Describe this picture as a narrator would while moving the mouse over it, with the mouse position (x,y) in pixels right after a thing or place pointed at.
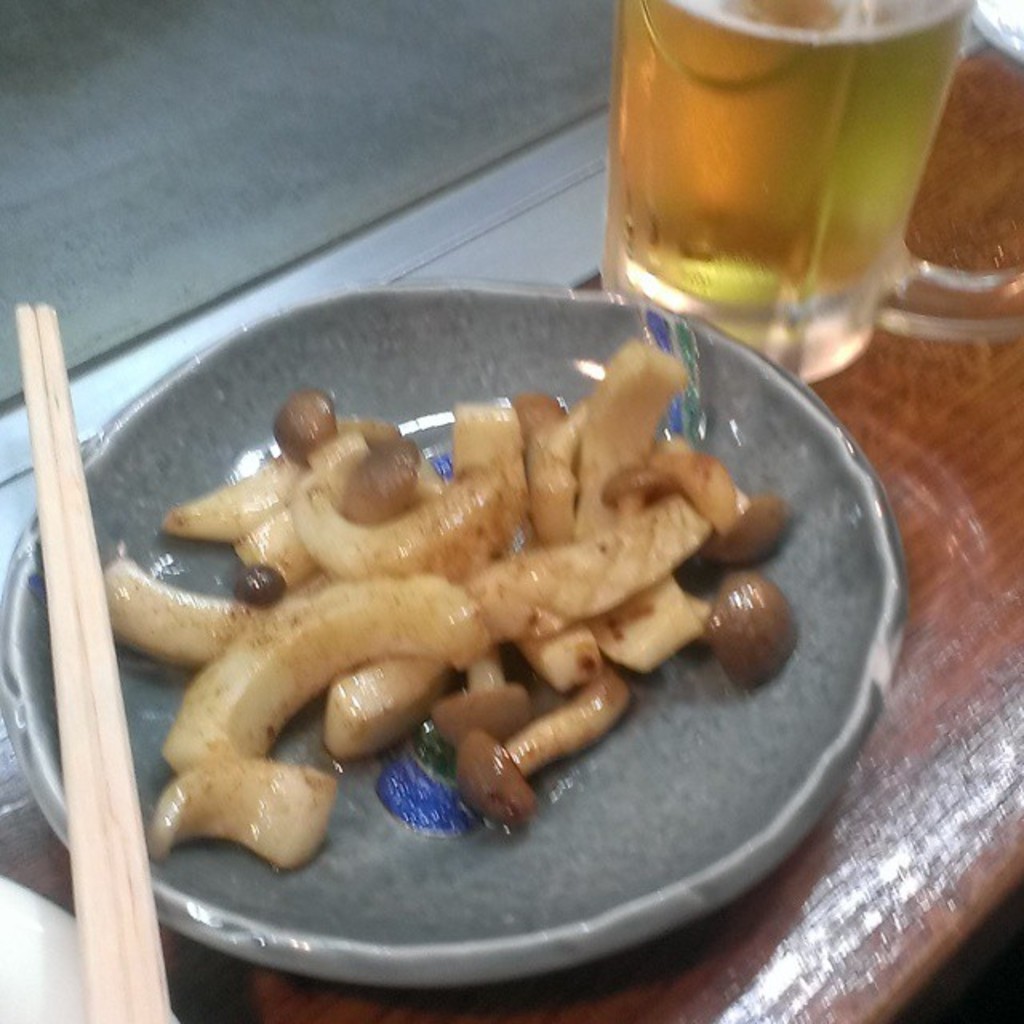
In the center of the image (535,435) there are food items (544,662) in a plate (669,685) on the table (1005,833). There is a beer mug (716,240). There are sticks (135,997).
